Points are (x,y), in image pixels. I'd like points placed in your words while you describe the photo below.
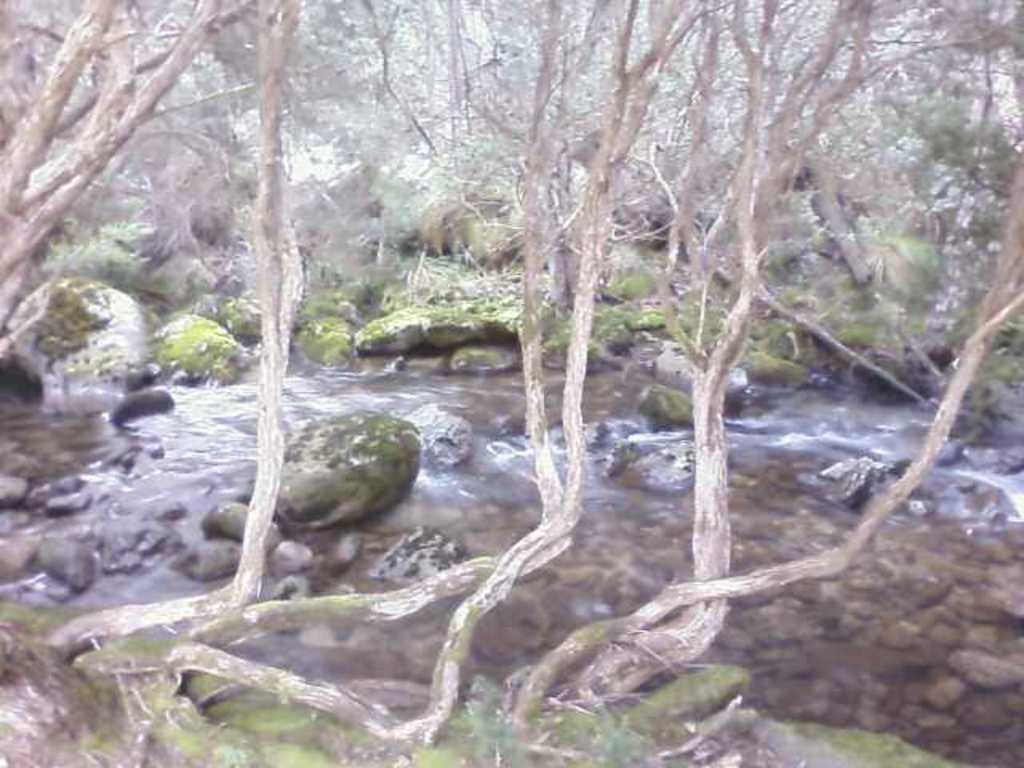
In the picture we can see a water flow (919,424) in the forest area (481,253) near the stones (109,318) and rocks (677,463).
